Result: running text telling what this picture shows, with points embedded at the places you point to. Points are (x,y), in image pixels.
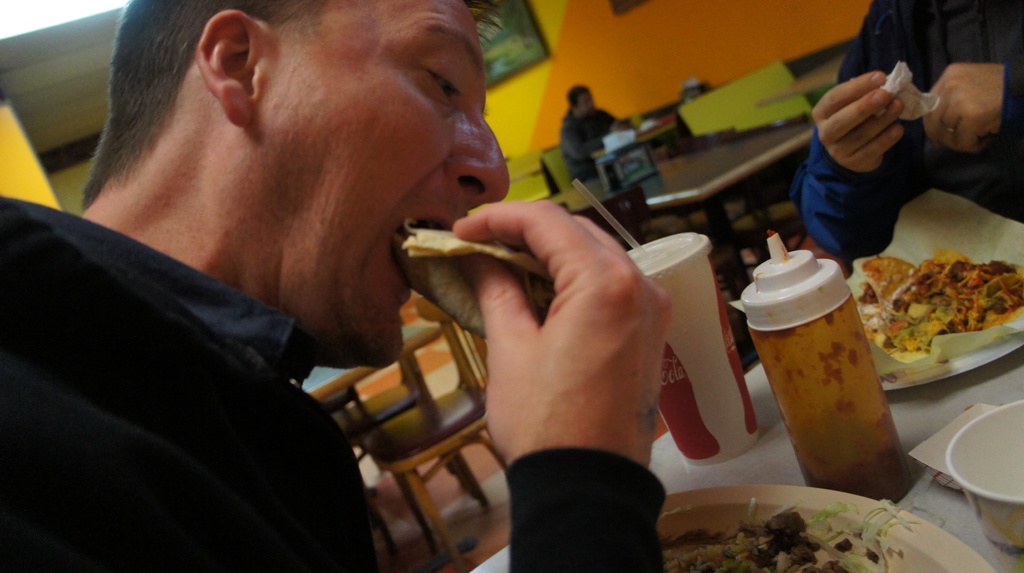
In this picture we can see a person (556,262) eating the food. We can see another person (846,118) holding a tissue paper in his hand (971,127). There is a cup (736,354), bottle (891,417), bowl (989,469) and some food (918,339) on plates (727,508). There is a person (574,126) sitting at the back (588,138). We can see a few benches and a chair (356,415). A frame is visible on the wall (558,131).
